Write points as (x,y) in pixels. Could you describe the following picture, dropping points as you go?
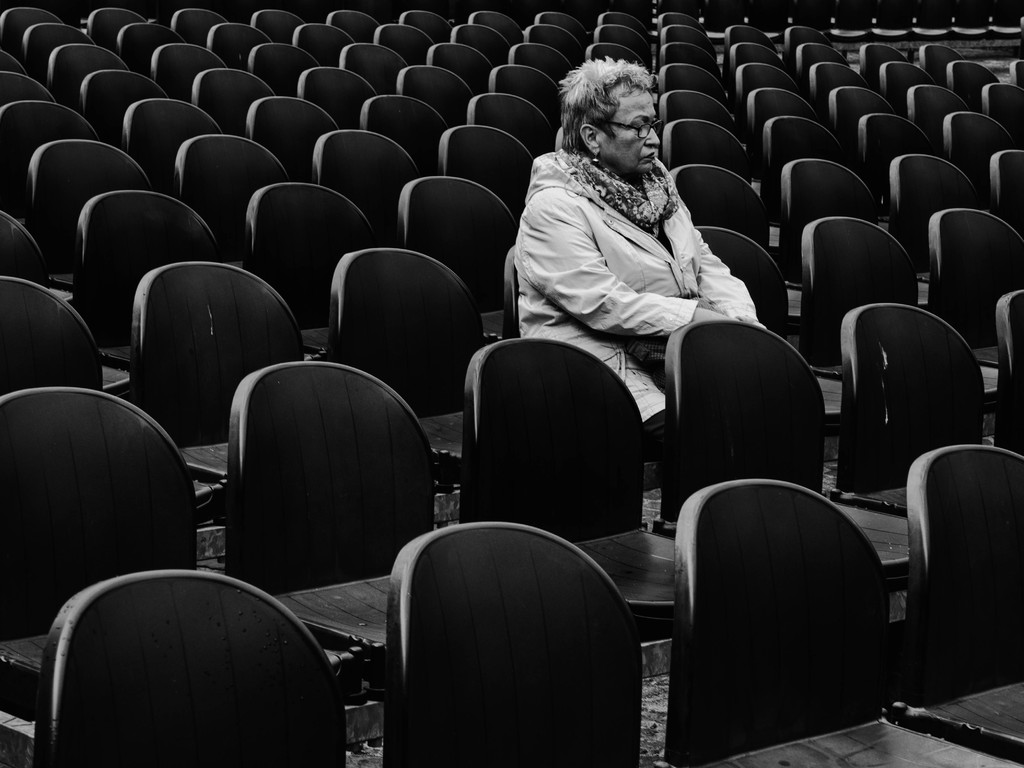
In this image I can see a person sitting on the chair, background (294,56) I can see many chairs (145,195) and the image is in black and white.
